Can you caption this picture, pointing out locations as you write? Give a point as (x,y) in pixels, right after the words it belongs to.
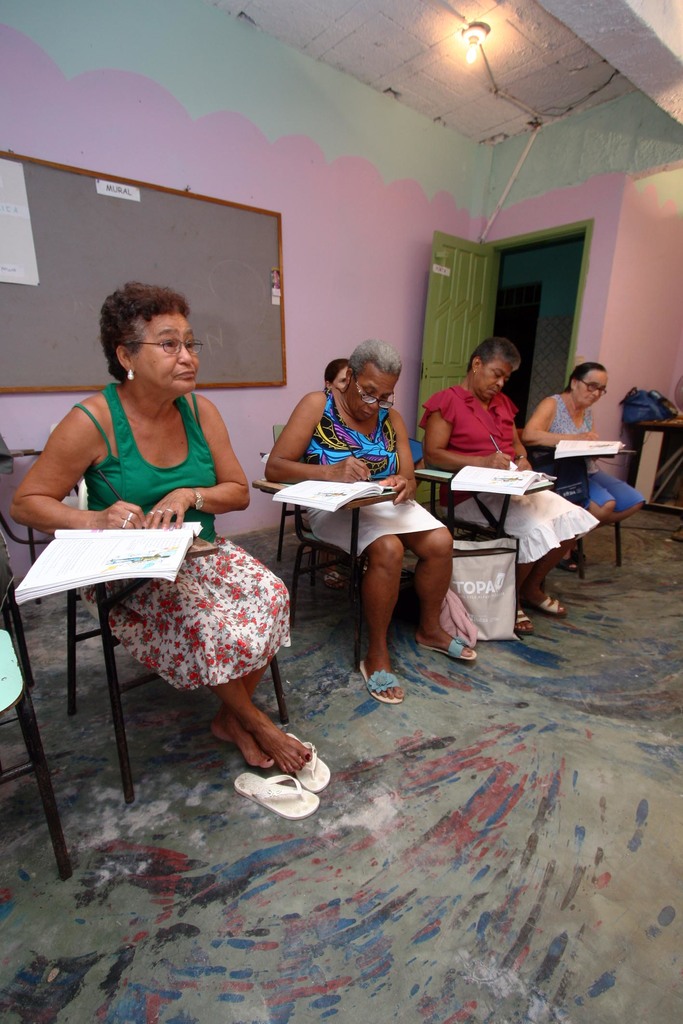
It is a classroom (653,873) there are few women (462,501) sitting and holding books (460,485), there is a bag (455,547) beside the second woman (441,633), in the background (241,307) there is a notice board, to the right side (457,289) there is a door (446,312) behind the door (434,309) there is a pink and green color wall (355,153).
